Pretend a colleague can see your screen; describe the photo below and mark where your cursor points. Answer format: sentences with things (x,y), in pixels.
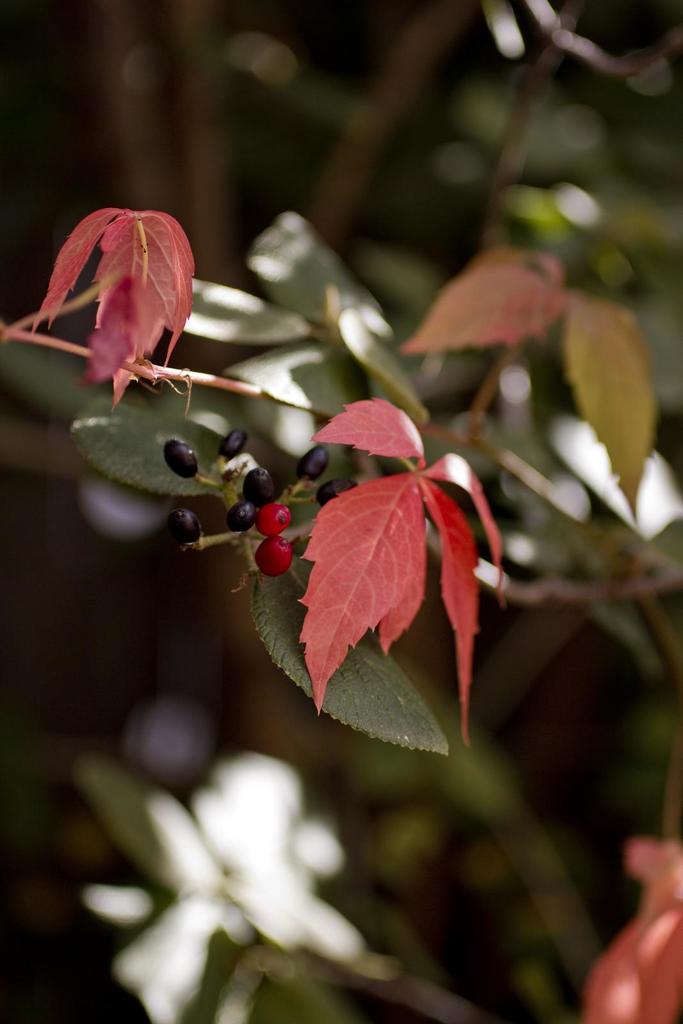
In this image we can see leaves (361,523), stems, and berries (268,482). There is a blur background (65,919).
